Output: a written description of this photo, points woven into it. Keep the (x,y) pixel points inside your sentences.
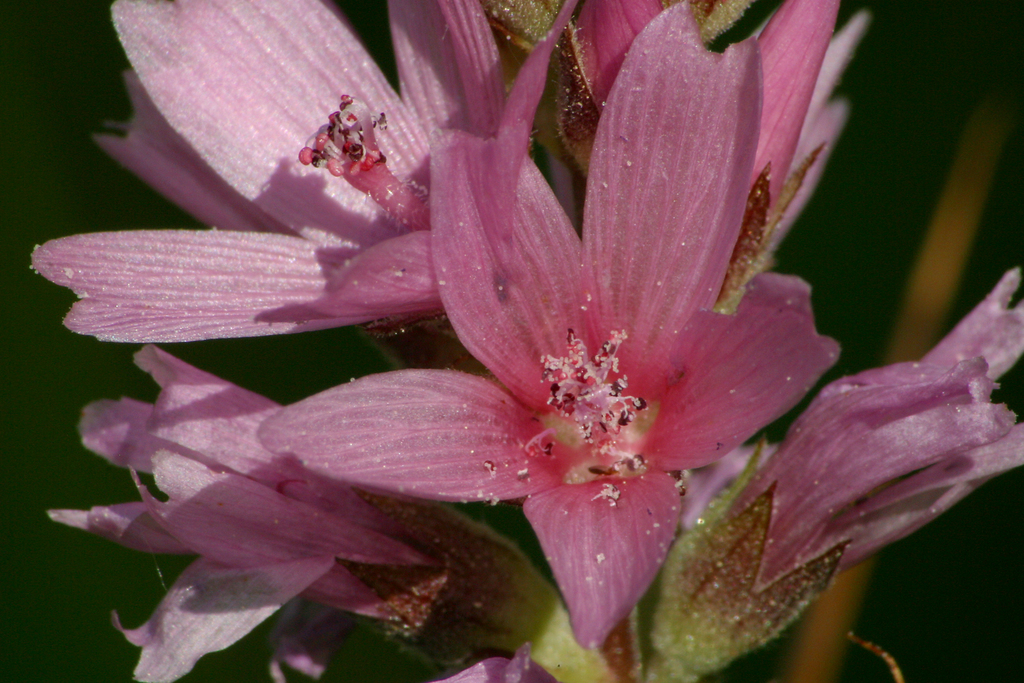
In the foreground of this image (422,417), there are pink flowers (361,293) have pollen grains (587,373) in the middle of the flower (576,391). In the background (28,384), there is a plant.
